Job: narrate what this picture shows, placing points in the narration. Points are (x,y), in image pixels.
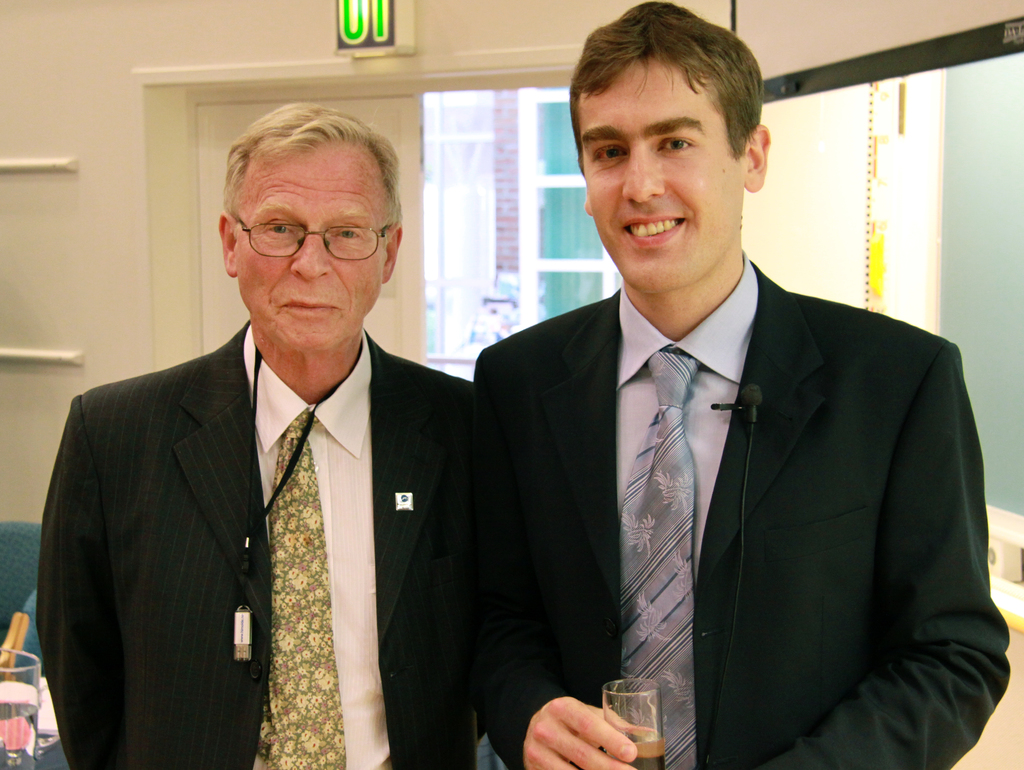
This image is taken indoors. In the background (174,173) there is a wall (44,213) with a window (470,199) and a board (976,131). In the middle of the image (650,294) two men (756,339) are standing on the floor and a man (679,645) is holding a glass (657,706) in his hand (615,728). On the left side of the image (16,635) there is a table (43,763) with a few things (33,670) on it and there is an empty chair (30,546).
